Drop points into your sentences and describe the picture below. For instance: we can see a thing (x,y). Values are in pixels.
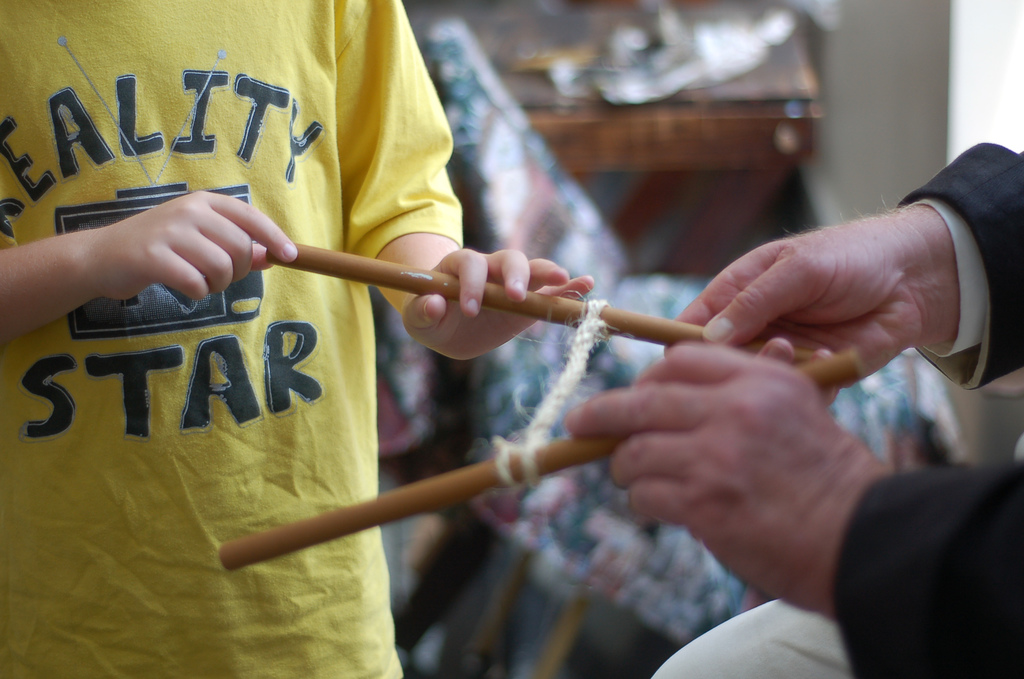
In this image I can see two people (297,389) with yellow, black and white color dresses (855,578). I can see these people (700,436) are holding the sticks (578,447). In the background (554,247) I can see the chair (501,225), table (594,115) and the wall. But the background (564,122) is blurry.
